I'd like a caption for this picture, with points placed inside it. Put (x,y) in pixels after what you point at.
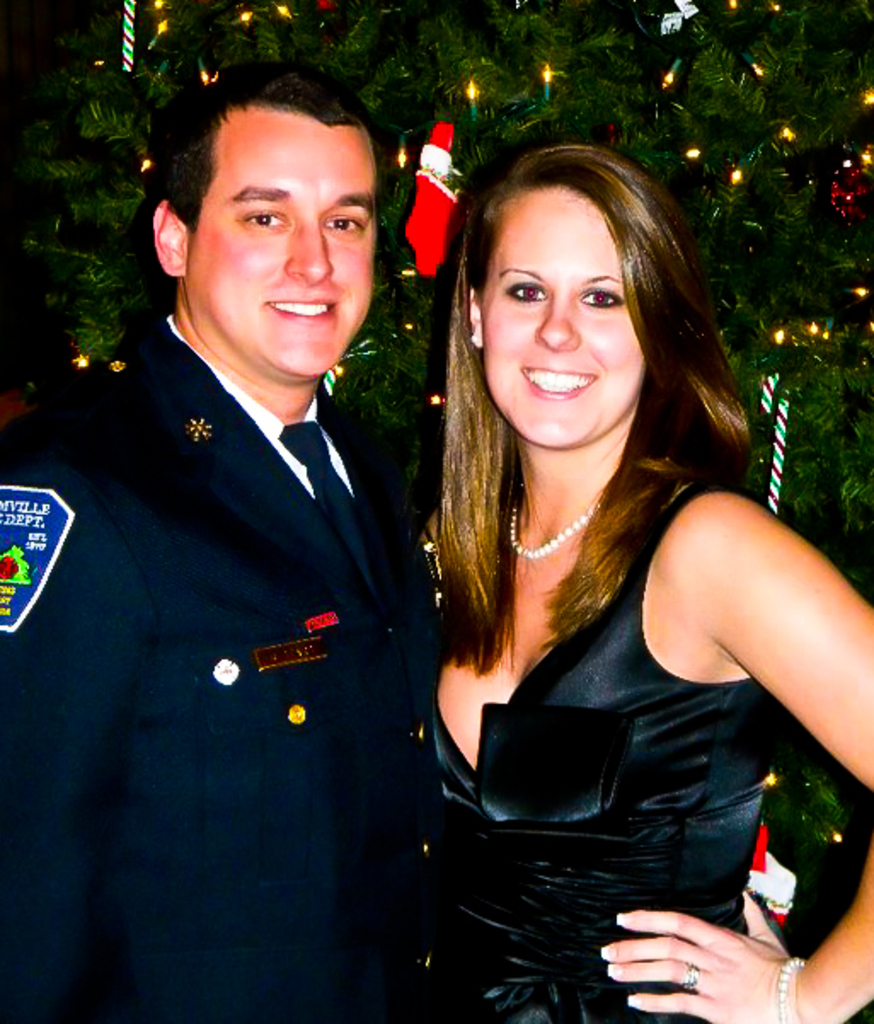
In this image in the foreground (262,401) there is one man (233,299) and one woman (450,376) standing and they are smiling, and in the background (715,292) there is a tree (778,320) and the tree (752,386) is decorated.
